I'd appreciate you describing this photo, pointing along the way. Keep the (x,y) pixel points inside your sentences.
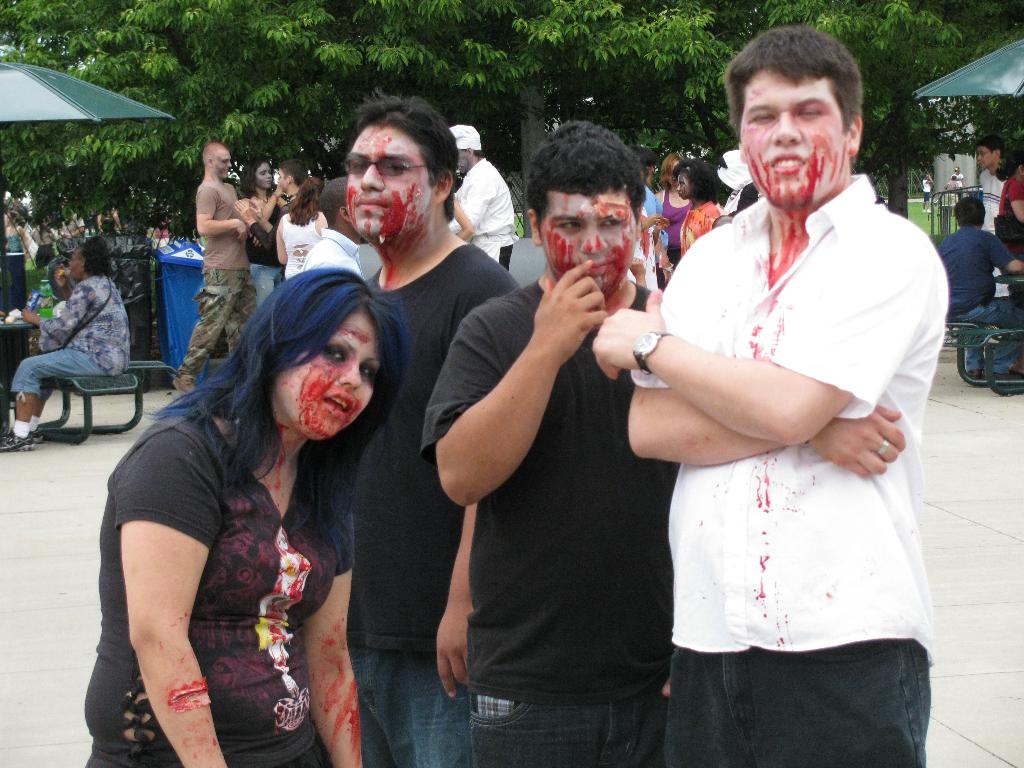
In the image I can see some people (599,601) who has some painting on the face (357,387) and behind there are some people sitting on the chairs (127,394) under the umbrellas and behind there are some trees (341,52) and some other things (184,262) around.
